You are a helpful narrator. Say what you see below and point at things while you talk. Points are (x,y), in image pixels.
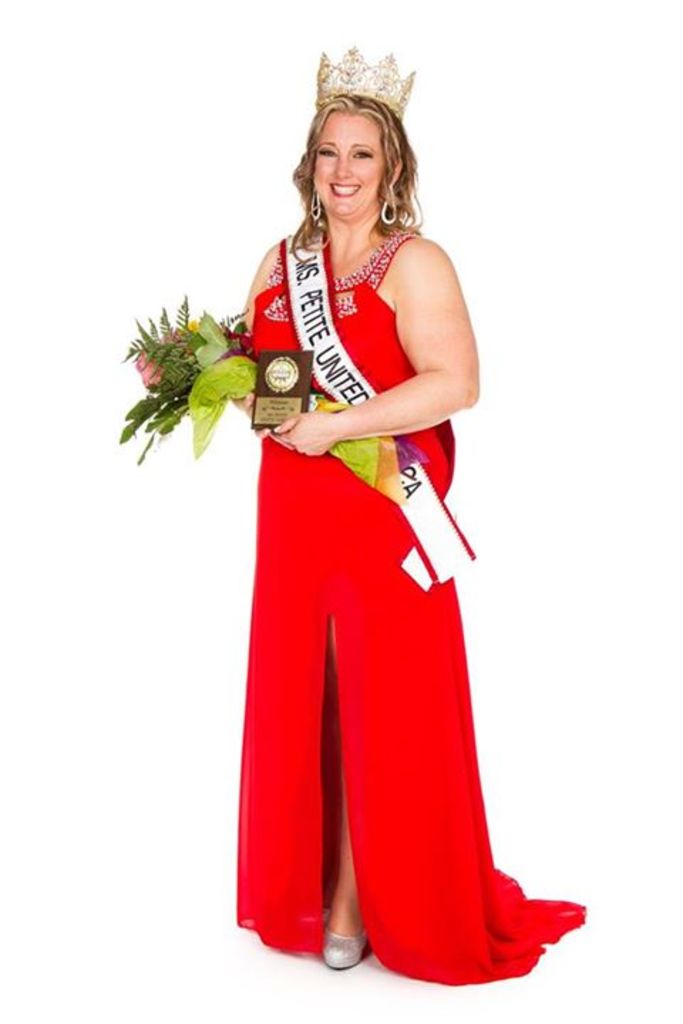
In the middle of the image (418,538) there is a lady (342,571) with red dress (347,339) is standing. And she is holding a bouquet (221,357) and an award (277,375) in her hand (289,419). On her head (352,176) there is a crown (349,84).
